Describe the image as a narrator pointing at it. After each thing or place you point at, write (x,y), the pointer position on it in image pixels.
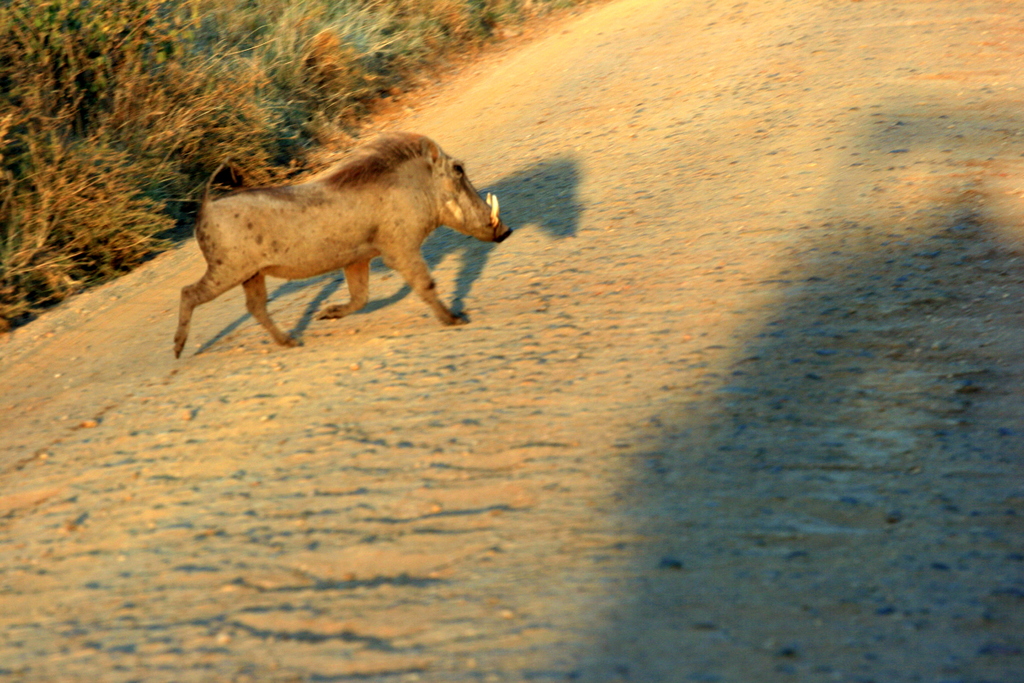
In this picture I can observe wild boar (278,244) which is in brown color. This boar (296,246) is walking on the road (534,301). On the left side (146,71) we can observe some plants (155,61) on the ground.
